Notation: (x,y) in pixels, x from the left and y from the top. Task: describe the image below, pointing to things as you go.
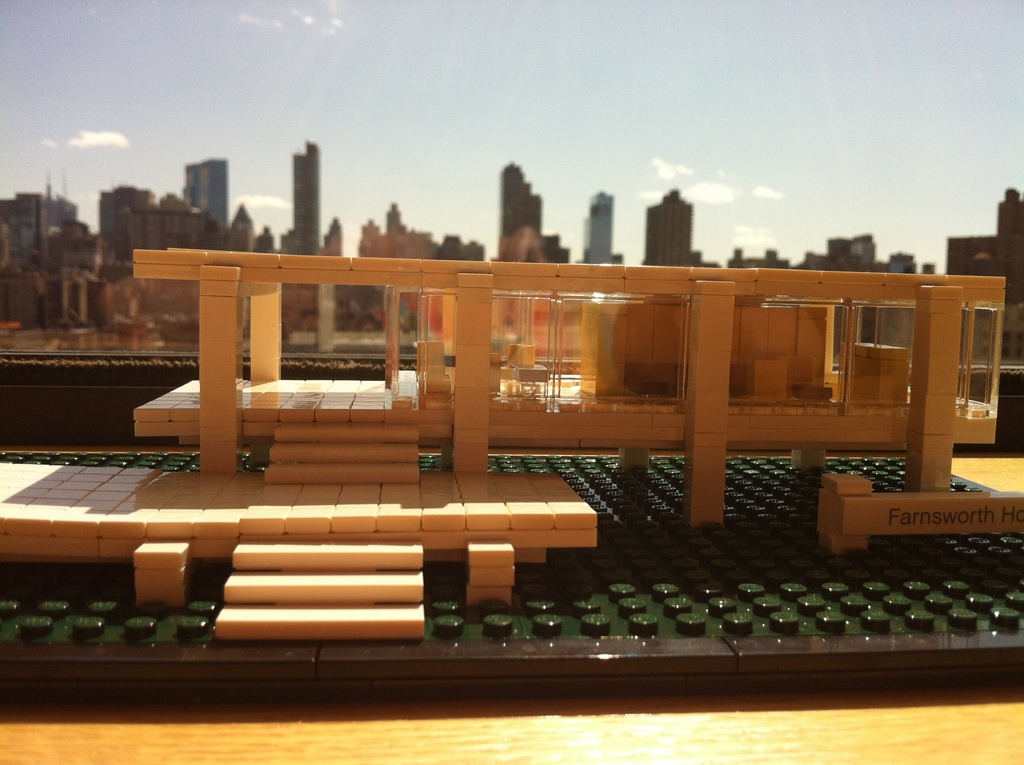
In this picture we can see a miniature building (585,541) on the wooden platform (466,748). In the background (75,320) we can see the glass (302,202), buildings (92,251) and the sky (567,57).
